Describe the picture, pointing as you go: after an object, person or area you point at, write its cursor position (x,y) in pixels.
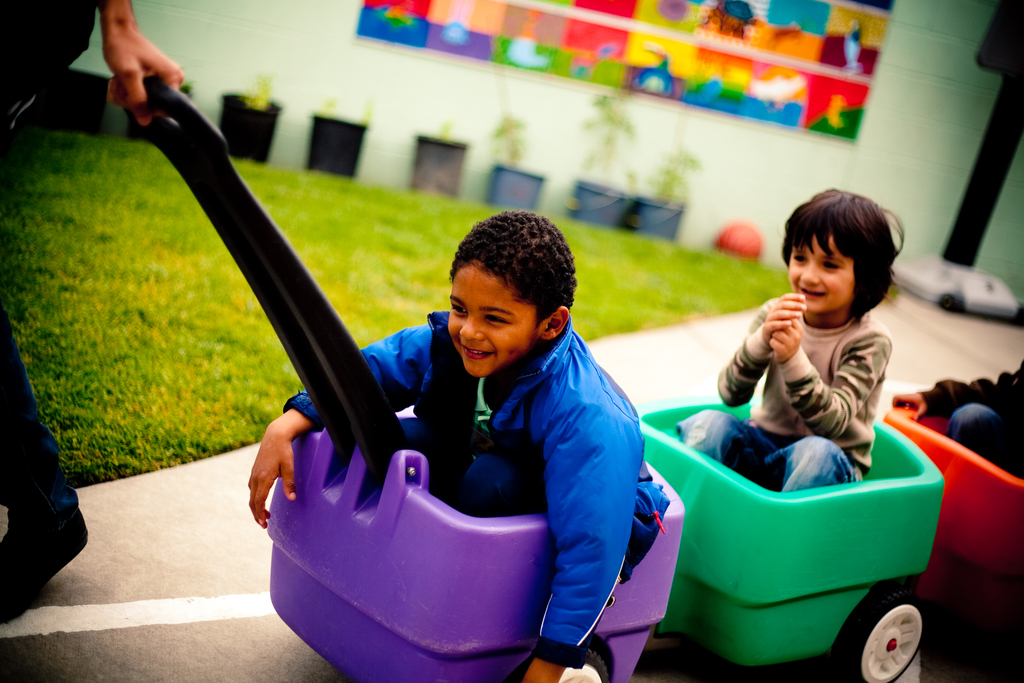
In this image I can see the road (182,617) and on the road (199,624) I can see a toy train (424,614) which is purple, green and red in color. I can see a person (31,47) is standing and holding a black colored object (182,139) attached to the train (340,470) and few children (582,475) are sitting in the train (900,443). In the background (105,266) I can see some grass (155,242), few flowers pots (235,146) with plants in them, the wall (577,152) and a colorful object (830,90) attached to the wall (896,33).
